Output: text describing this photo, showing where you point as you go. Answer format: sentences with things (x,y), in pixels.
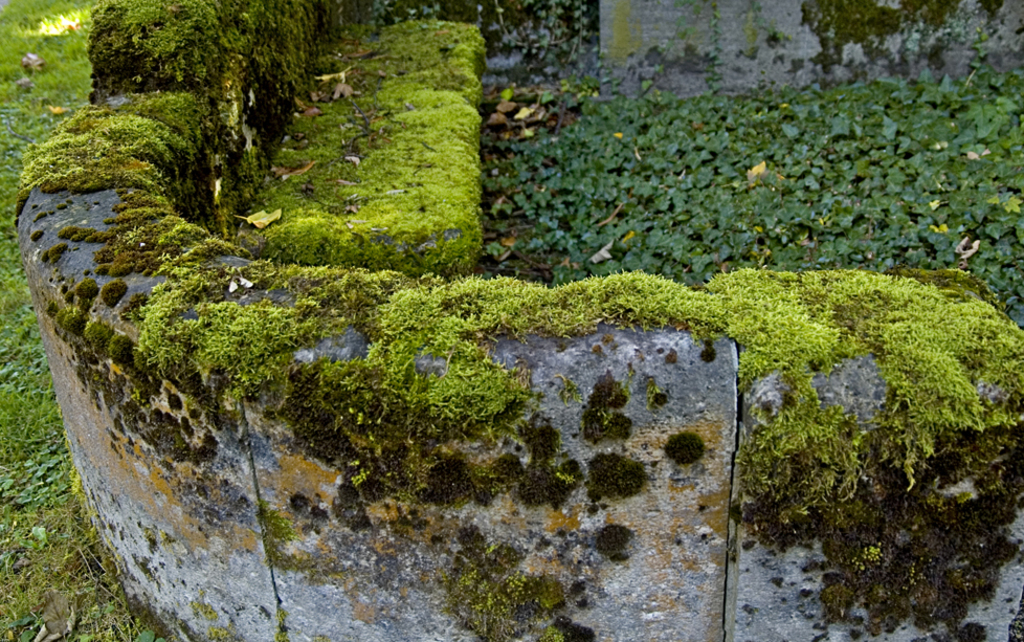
In this image there is a wall (725,497). There is grass (400,315) and algae (340,198) on the wall (305,218). To the left (91,545) there's grass (37,494) on the ground (61,543). To the right (797,196) there are plants (741,161).
